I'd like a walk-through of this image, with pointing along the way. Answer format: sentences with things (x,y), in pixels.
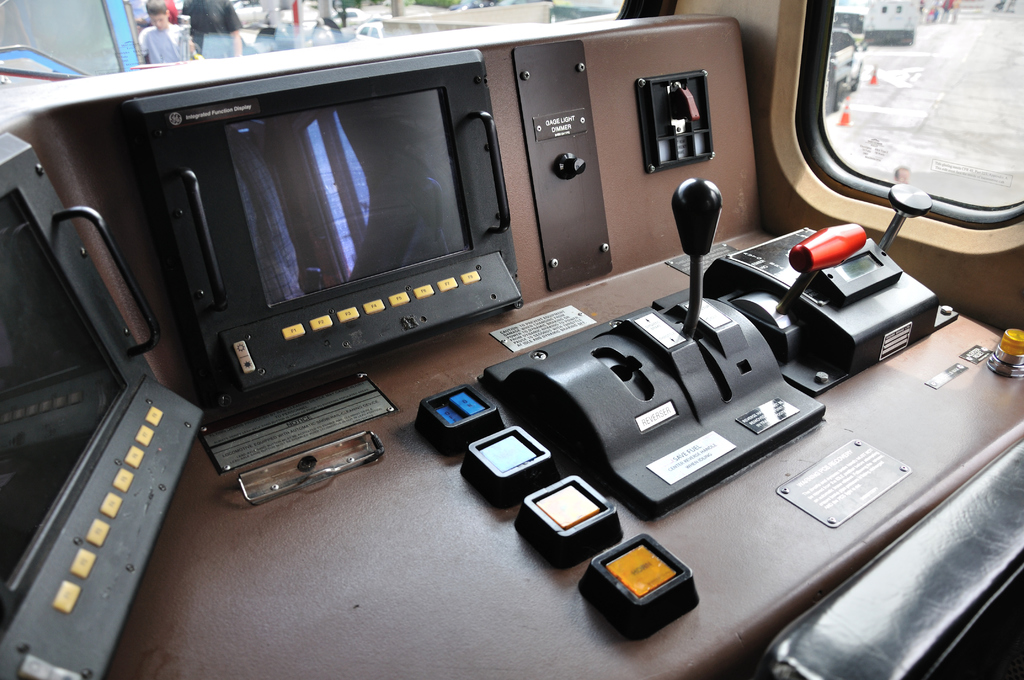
This is a zoomed in picture and this picture seems to be clicked inside. In the foreground (683,587) there is a table (864,534) on the top of which a digital screen (282,164) is attached and we can see the switches (505,479). In the background (833,18) we can see the windows (1021,115) and through the window (906,54) we can see the vehicles (910,27) and the persons (144,33).
